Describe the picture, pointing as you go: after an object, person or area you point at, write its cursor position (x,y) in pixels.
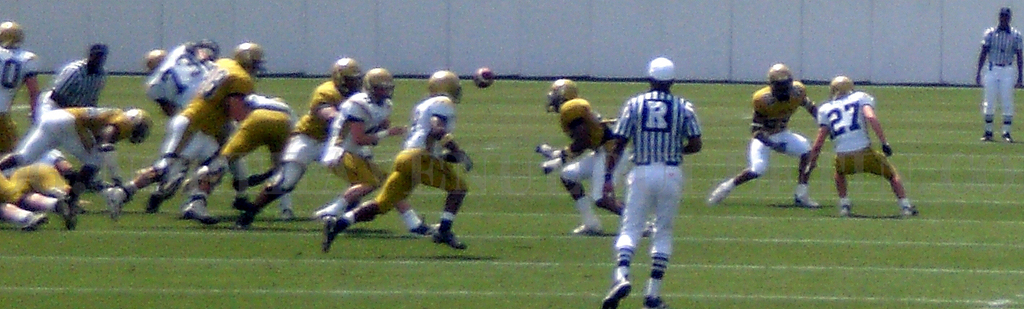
This picture is clicked outside. In the center (625,113) there is a person (657,170) wearing t-shirt (652,131) and seems to be running on the ground (523,248). In the center (589,136) we can see the group of persons (429,143) wearing t-shirts (598,135), helmets (453,82), running on the ground (476,139) and playing some game. In the background (469,65) we can see a ball (479,82) and a white color object (476,35) seems to be the wall (520,58).
